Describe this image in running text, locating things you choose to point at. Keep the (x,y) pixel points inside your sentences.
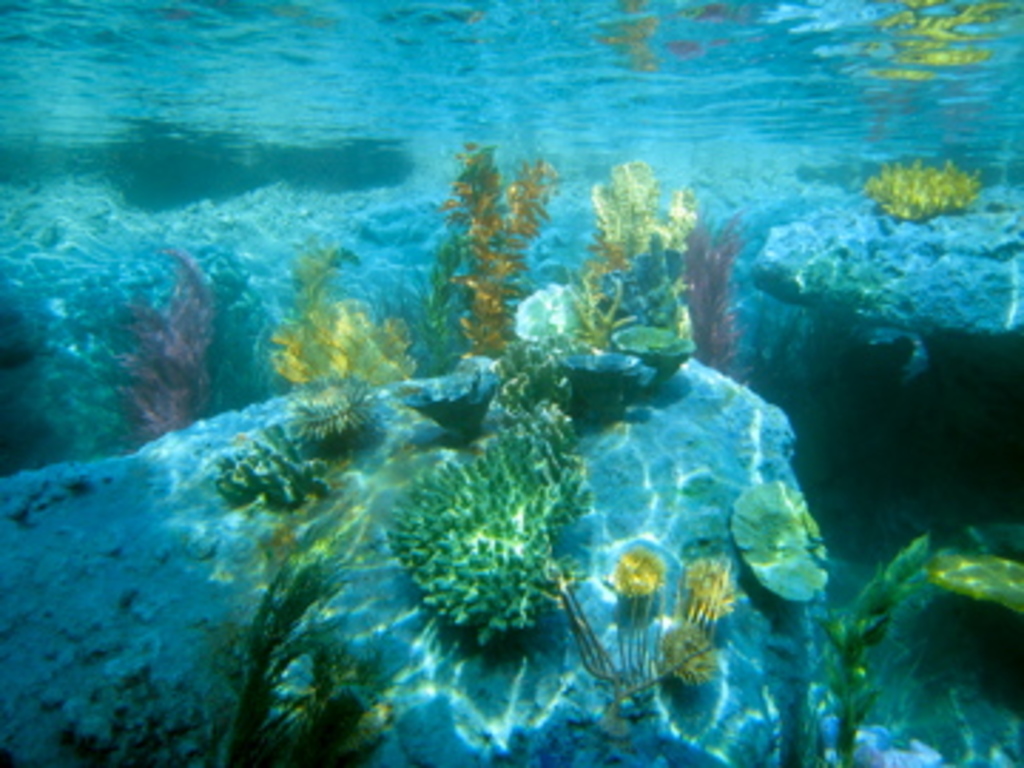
In this picture there is water (601,71) around the area of the image and there are aquatic plants (495,492) in the center of the image (467,371).
